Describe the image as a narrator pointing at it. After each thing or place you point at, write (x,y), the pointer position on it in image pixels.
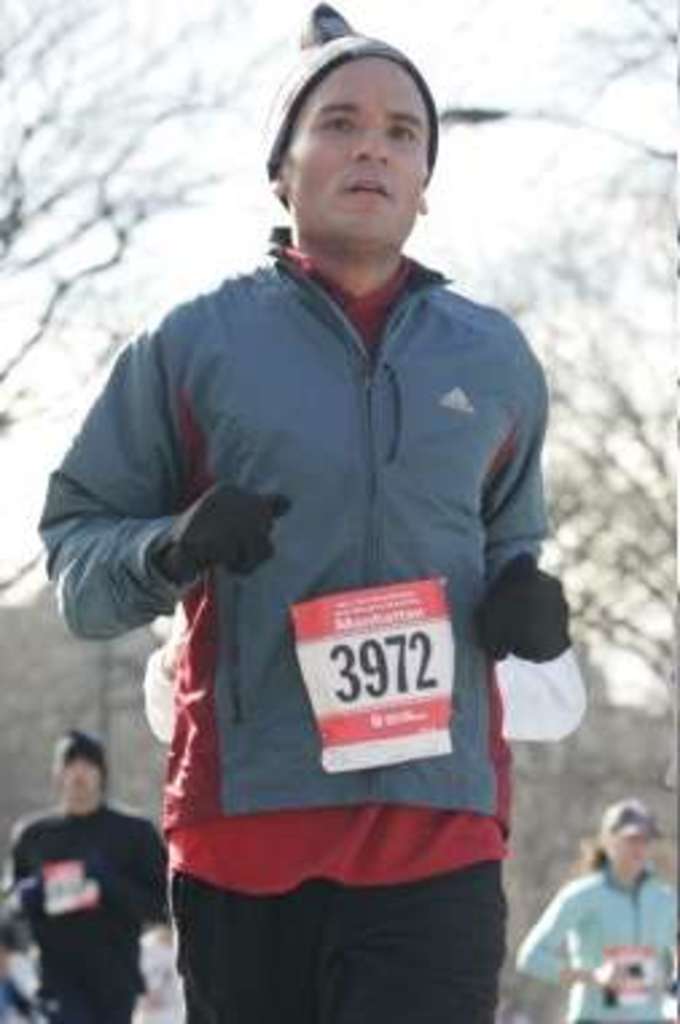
In this image, there are three persons (382,827) running. In the background (603,403), I can see the trees (48,691) and the sky (193,219).
